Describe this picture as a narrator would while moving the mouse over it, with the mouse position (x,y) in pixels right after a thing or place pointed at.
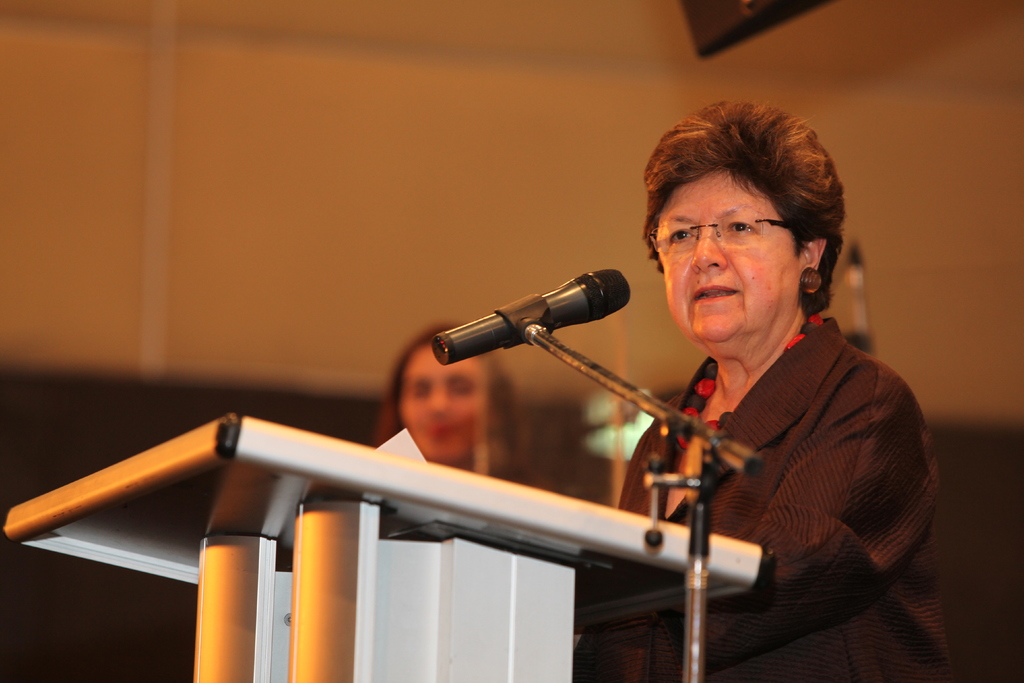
In this image on the right side (816,371) we can see a woman (821,392), podium (467,535), mic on a stand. In the background (525,381) we can see a person (489,382), wall (504,263) and objects (854,279).
